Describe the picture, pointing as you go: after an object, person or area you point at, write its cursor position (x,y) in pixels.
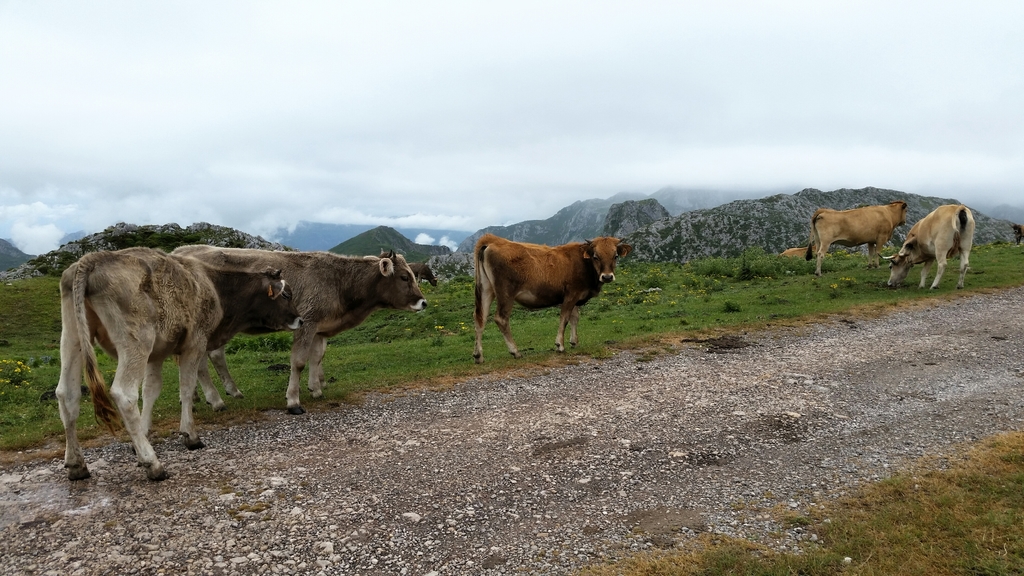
Here I can see a road (423,451). On the both sides of the road (779,338) I can see the grass (897,501) in green color. Here I can see few cows (495,280). In the background (603,216) there are some hills (613,213). On the top of the image (487,45) I can see the sky (429,81).
